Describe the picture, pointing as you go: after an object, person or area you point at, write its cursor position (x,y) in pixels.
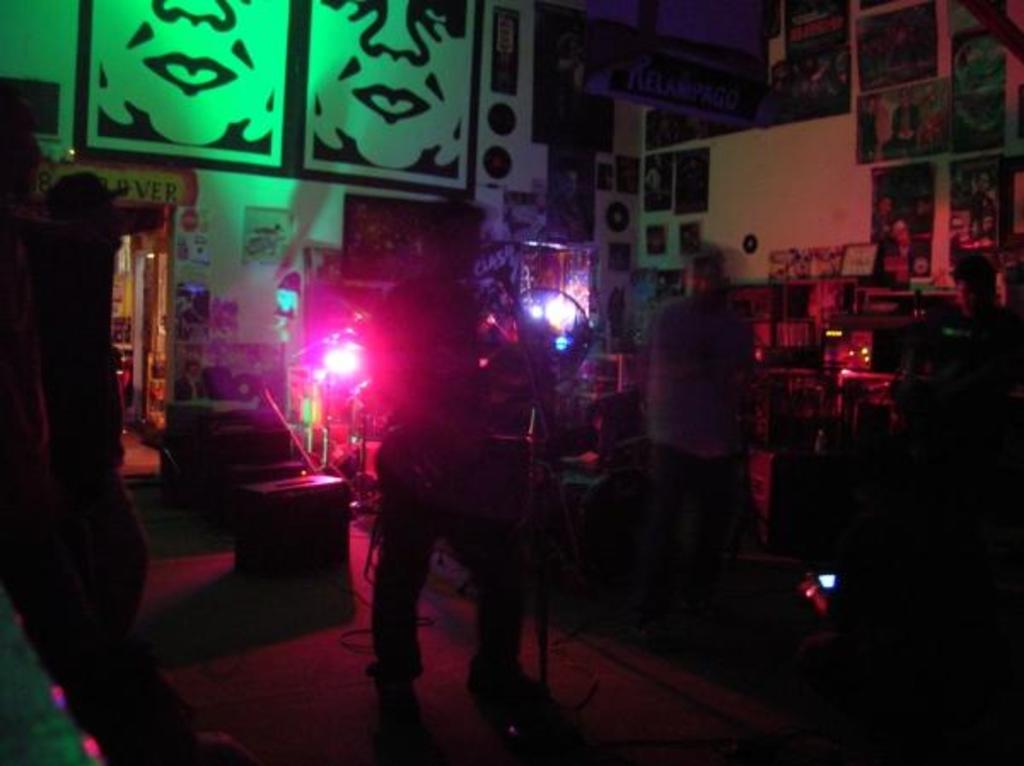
In this picture we can see two persons (461,467) standing here, in the background (789,186) there is a wall (723,171), we can see photo frames (944,152) on the wall (780,196), there is a light (338,377) here.
